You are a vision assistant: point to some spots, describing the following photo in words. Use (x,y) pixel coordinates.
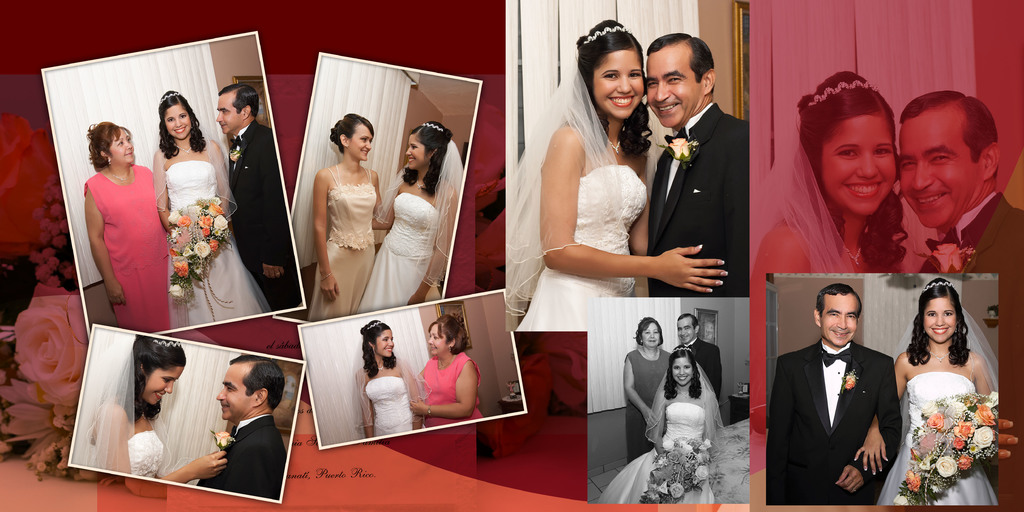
In this image we can see pictures (458,362) of bride (630,261) and bridegroom (726,287). There are people (634,361) and we can see blinds (544,73). There is a flower bouquet (677,486) and we can see text (328,471).
